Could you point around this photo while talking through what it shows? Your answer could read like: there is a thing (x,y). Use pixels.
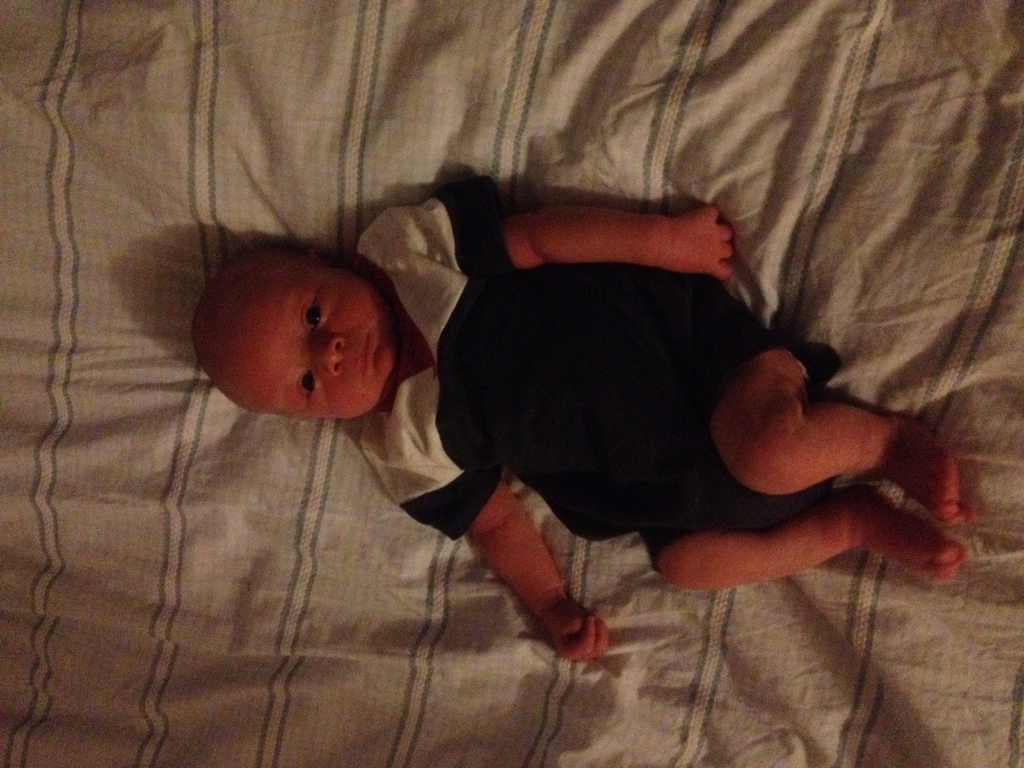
In the image there is a baby (580,346) lying on a bed (526,164).
